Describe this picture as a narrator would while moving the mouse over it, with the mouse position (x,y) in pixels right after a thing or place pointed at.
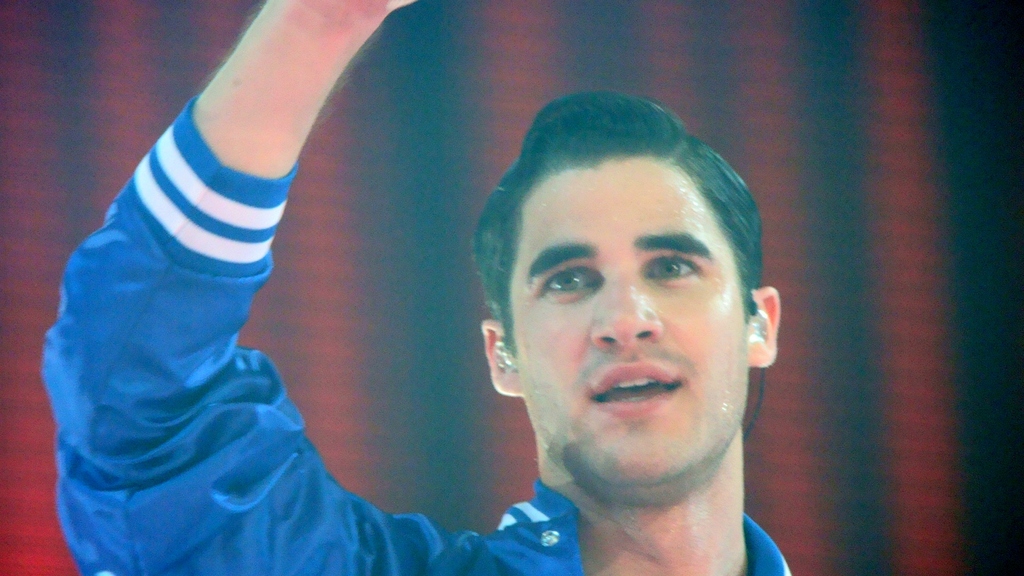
In this image I can see a person (250,467) is wearing blue and white color dress (252,212). Background (397,374) is in red and black color.
